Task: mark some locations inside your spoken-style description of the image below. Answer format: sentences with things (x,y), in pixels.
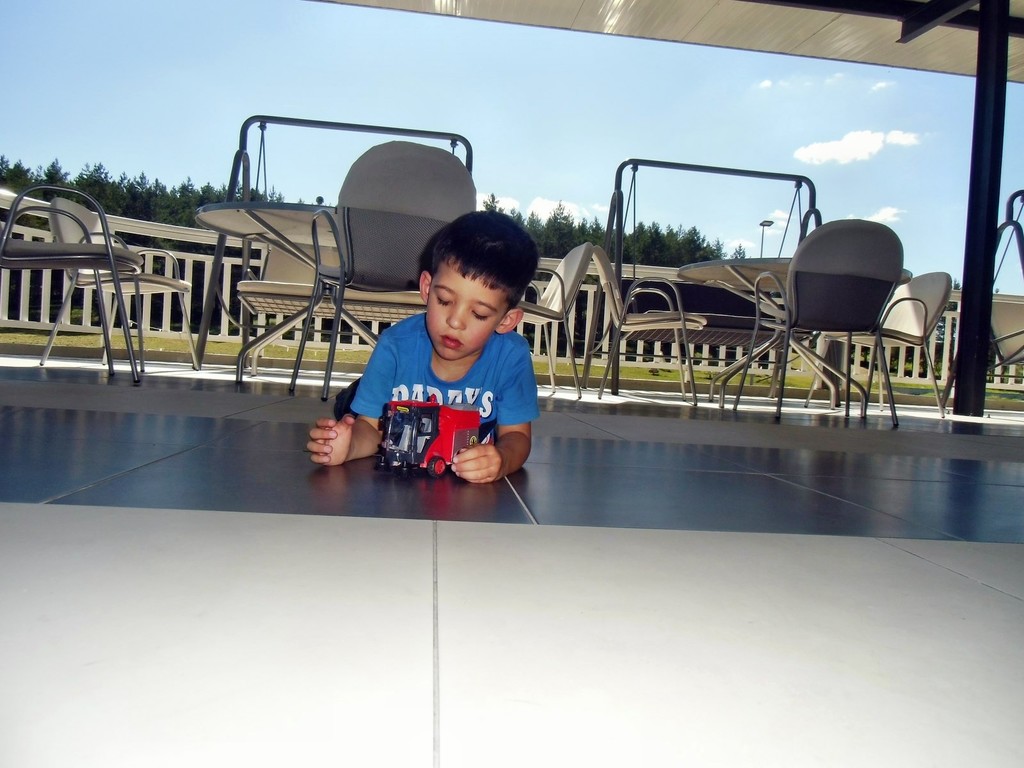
In the image there is a boy (471,375) playing with his toy (456,427). In background (344,268) there are tables (249,224) and chairs (842,309), trees (151,195) and sky (205,77) is on top (201,49).
